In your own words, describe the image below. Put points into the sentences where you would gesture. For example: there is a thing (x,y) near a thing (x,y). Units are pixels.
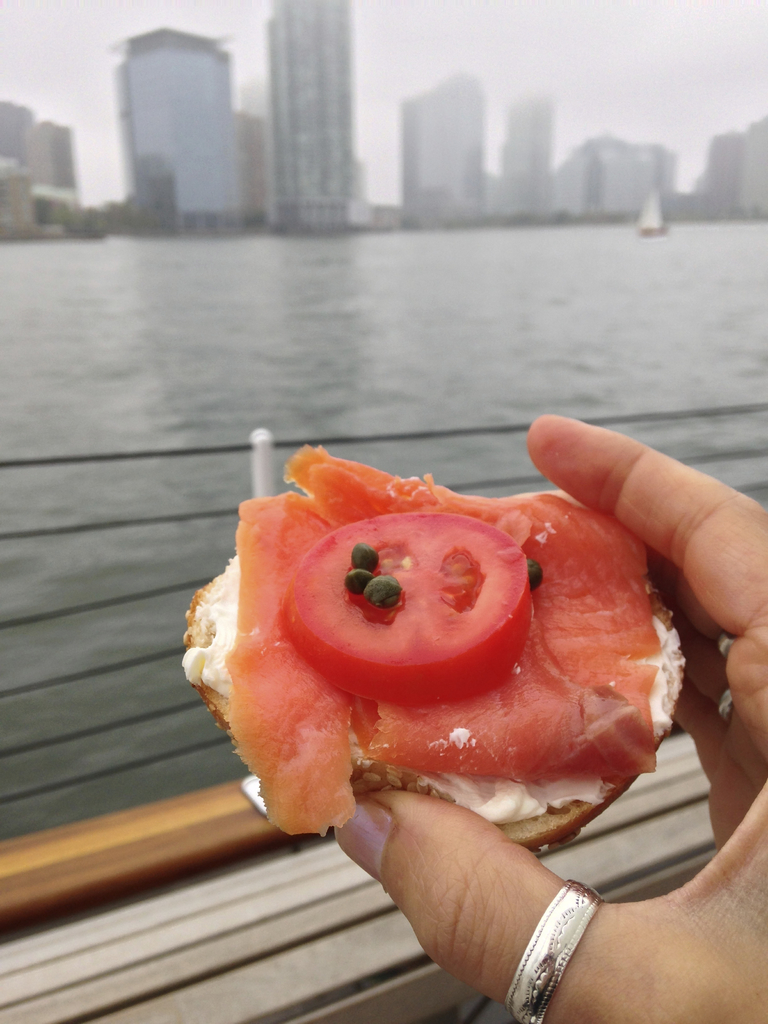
In the front of the image (329,800) I can see a person's fingers (750,794) and food (417,724). In the background of the image (581,207) there are buildings (592,175), water (407,323), railing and sky (613,22).
